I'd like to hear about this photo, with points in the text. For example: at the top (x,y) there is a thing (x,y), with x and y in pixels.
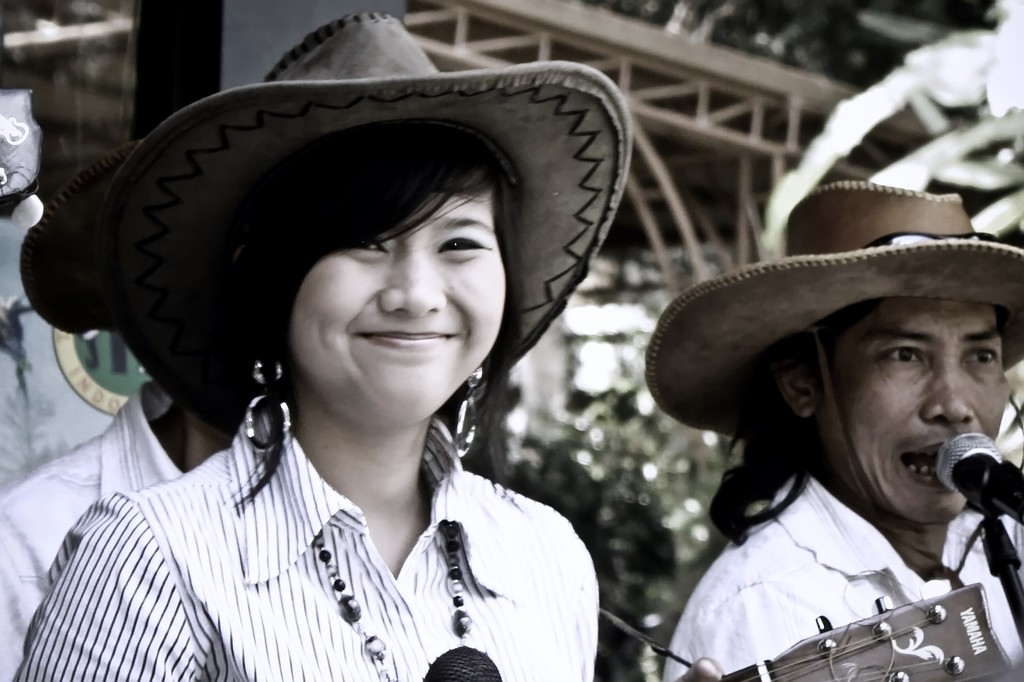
In this image there are three person's (296,331), a person (325,335) with a hat (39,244), another person (897,596) near the mike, a musical instrument (880,608), and in the background (702,59) there are trees (1016,151) and some other items (696,144).
